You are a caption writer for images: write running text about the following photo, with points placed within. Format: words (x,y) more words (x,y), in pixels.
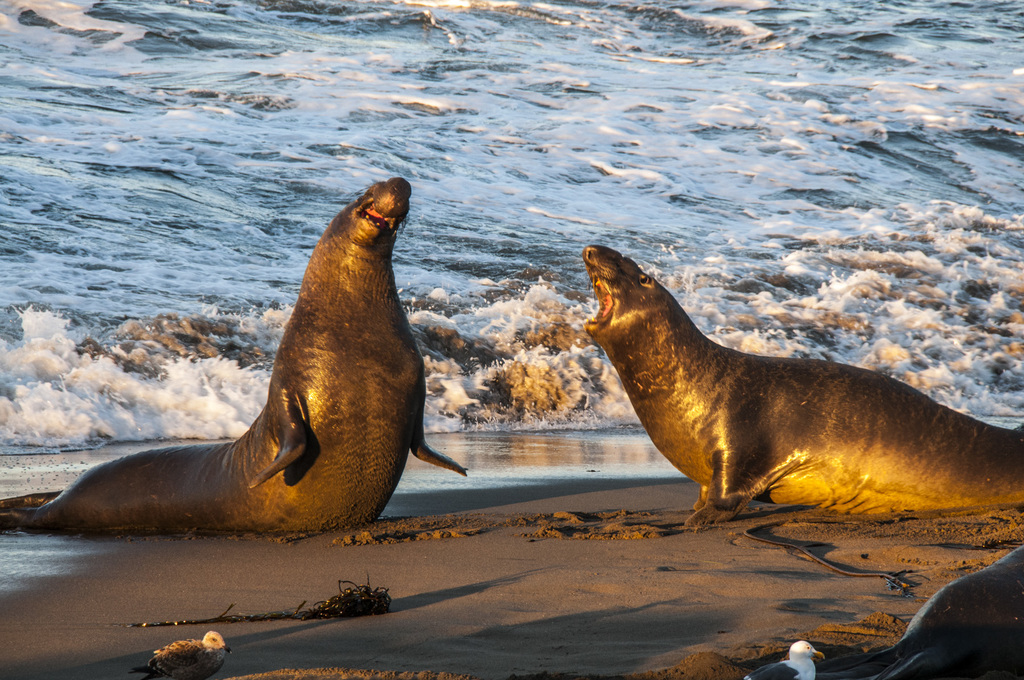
In this image there are two seals (396,411), at the bottom (390,589) there is sand (777,618) and two birds (216,647) and in the background (271,280) there is a beach (505,248).
